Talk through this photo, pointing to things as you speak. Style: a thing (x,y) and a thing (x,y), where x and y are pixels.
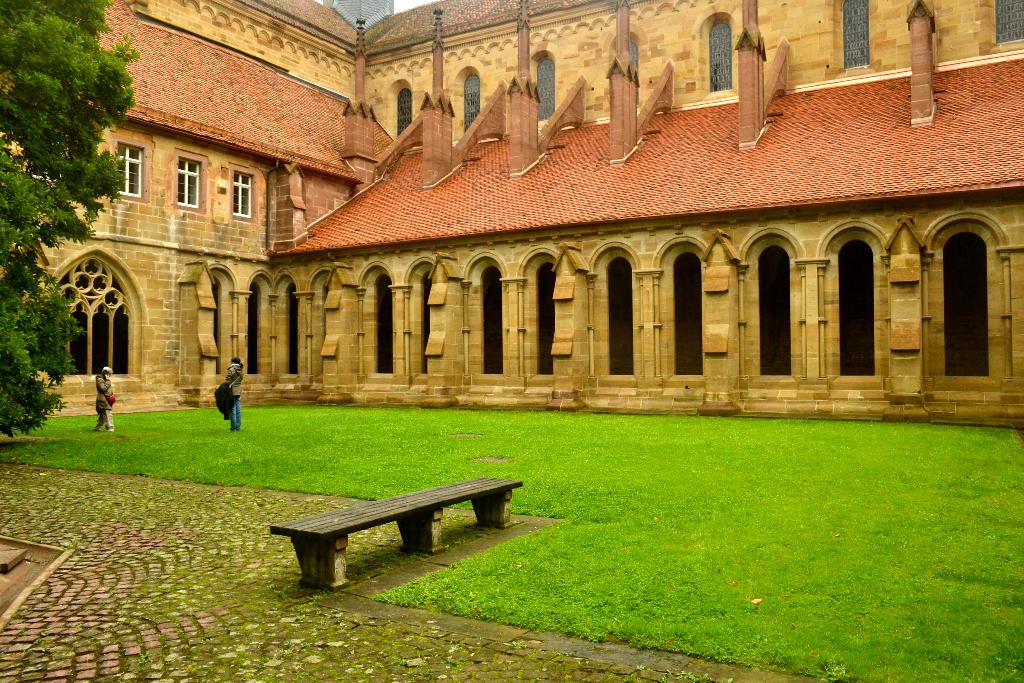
In this picture we can see persons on the ground (226,497), here we can see a bench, grass (582,589) and in the background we can see a building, trees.
